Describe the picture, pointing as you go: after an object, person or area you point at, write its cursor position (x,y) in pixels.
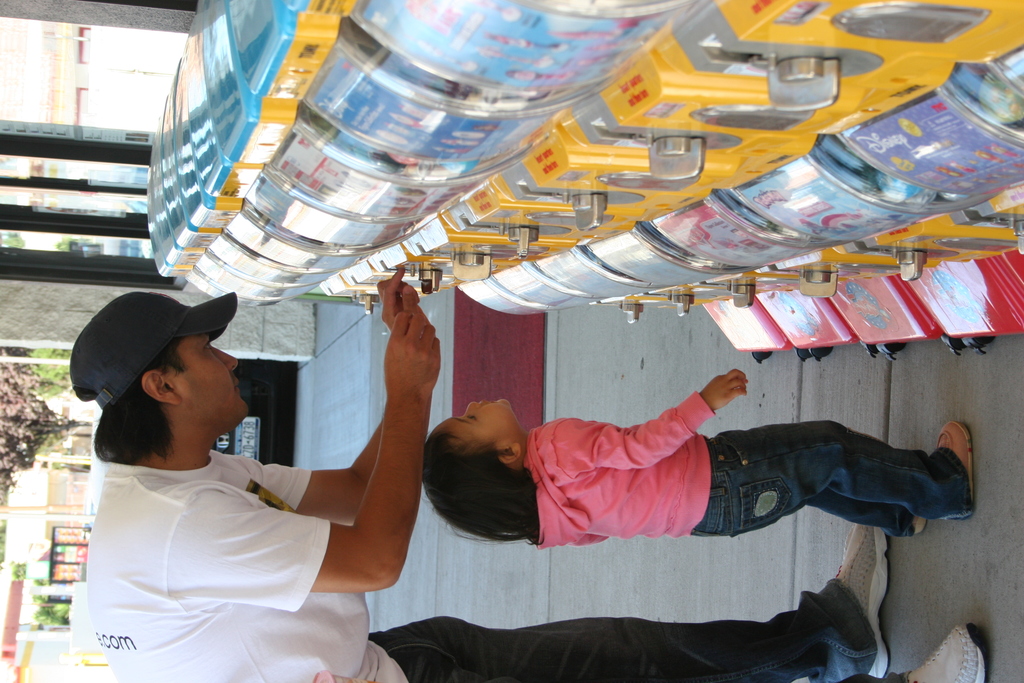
In this picture i can see a man (173,585) and a girl (664,498) are standing. The man (192,516) is wearing cap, t shirt (204,522), pant (645,676) and shoes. On the right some objects (685,141). In the background (85,312) i can see trees (43,423) and other objects (72,507).
